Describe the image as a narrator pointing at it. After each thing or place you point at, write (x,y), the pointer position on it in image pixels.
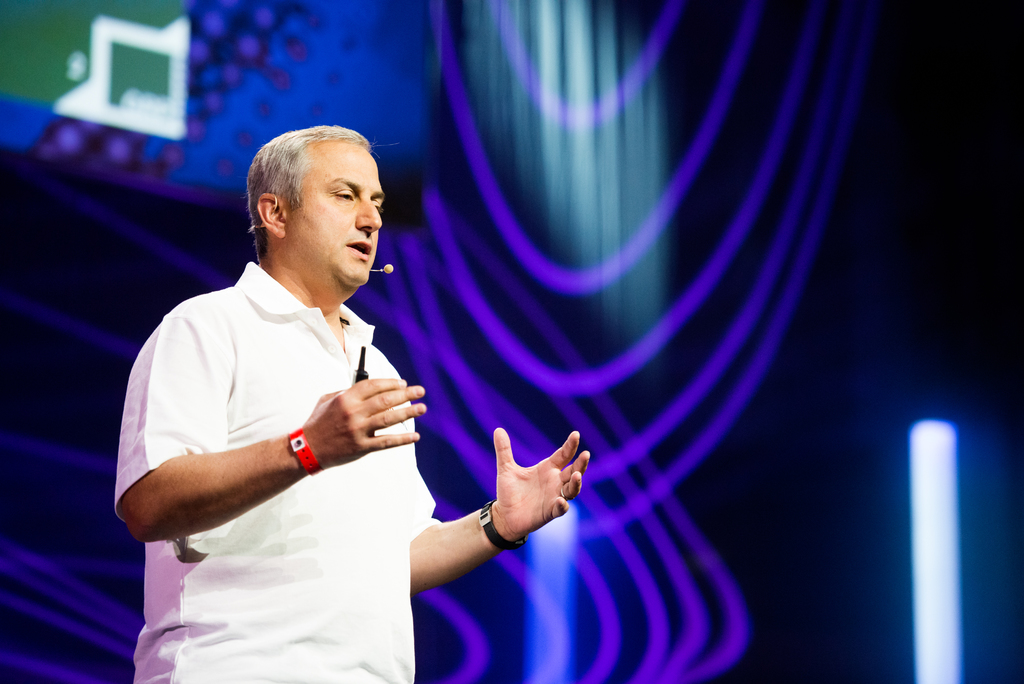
In this image I can see the person (223,429) wearing the white color dress (224,396) and holding the black color object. At the back of the person (326,396) I can see the screen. And there is a blue and black background (655,178).
